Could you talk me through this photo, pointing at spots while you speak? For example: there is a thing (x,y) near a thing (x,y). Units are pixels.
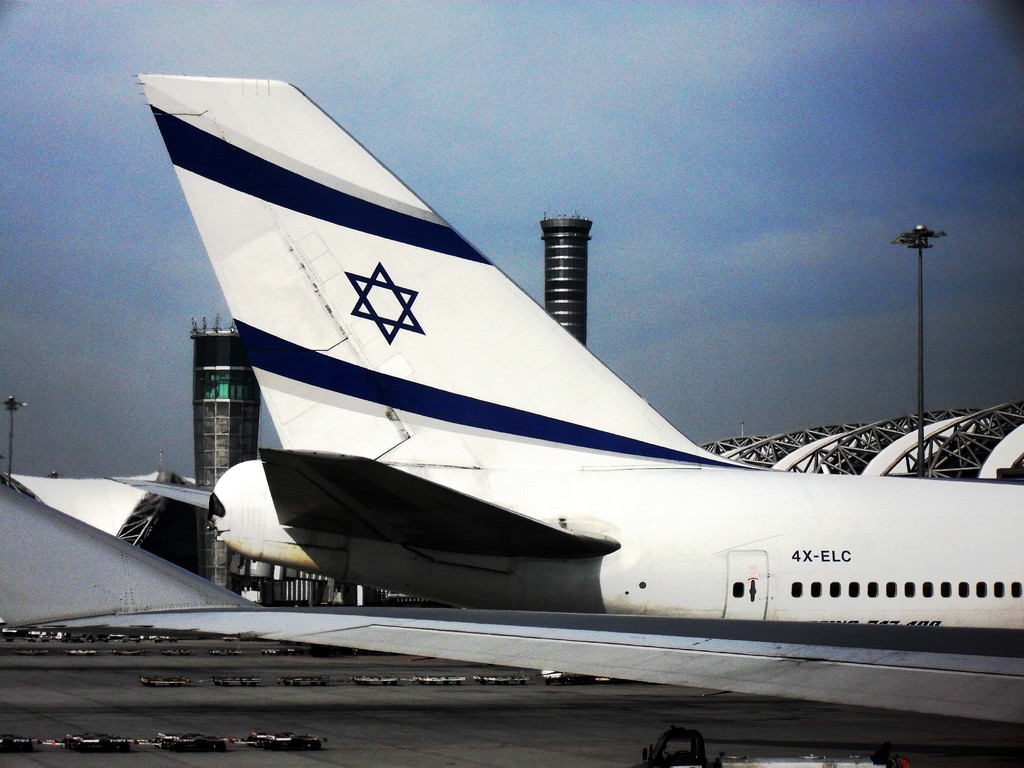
In this image I can see an aeroplane (745,529) which is in white and blue color and I can see windows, light poles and few objects (256,738) on the ground (512,739). The sky (551,163) is in white and blue color.
